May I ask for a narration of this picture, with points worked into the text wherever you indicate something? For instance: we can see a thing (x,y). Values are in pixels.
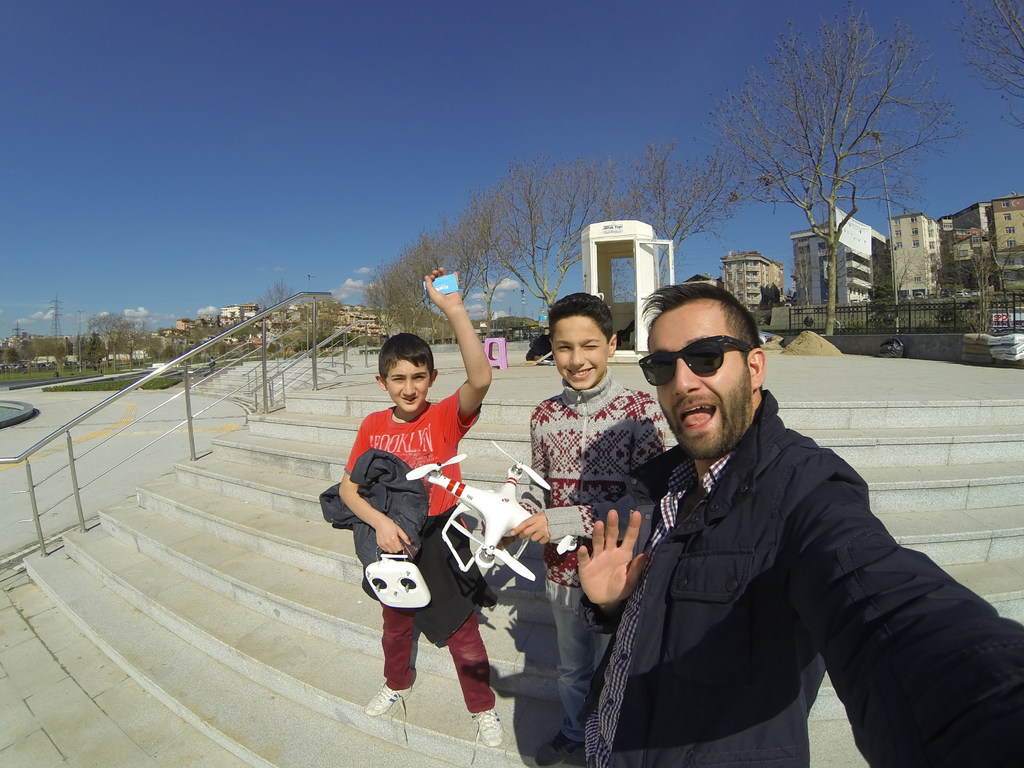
In this image we can see people (877,656) and there are stairs (227,648). We can see railings (146,379). In the background (281,340) there are buildings (989,251), trees (504,264) and sky (739,245).
